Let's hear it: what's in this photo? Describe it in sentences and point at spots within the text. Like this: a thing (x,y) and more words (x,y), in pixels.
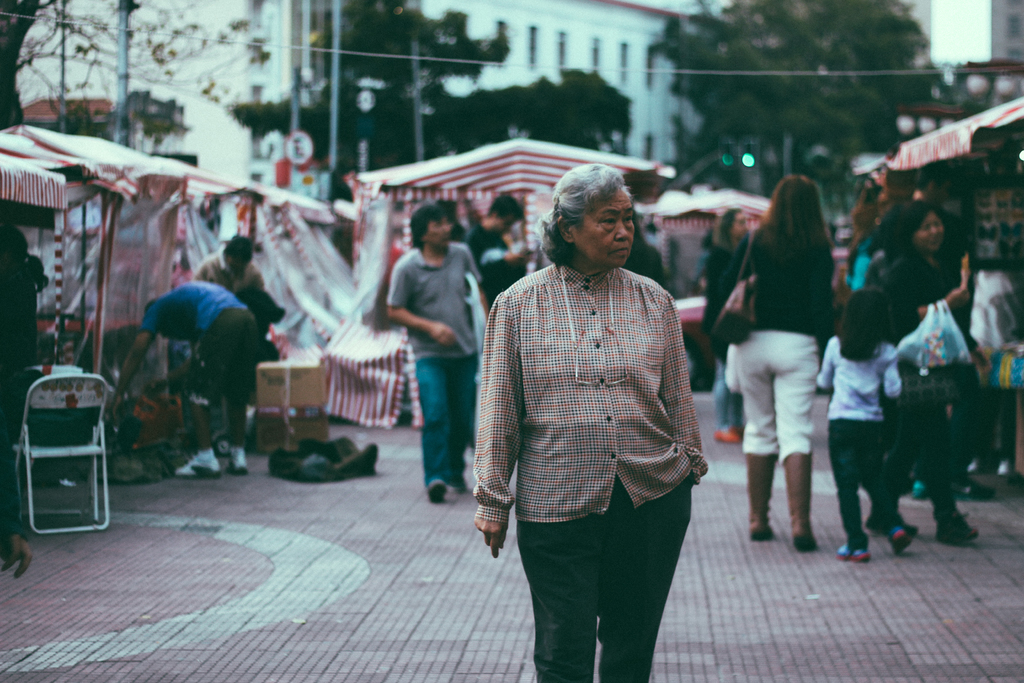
This image consists of many people (594,405). In the front (582,476), there is a woman (570,454) standing on the road (445,579). At the bottom (382,665), there is a road (468,614). On the left (175,230) and right, there are tents (470,201). In the background (404,59), there are trees (804,42) along with a building (999,5). On the left (30,446), we can see a chair (43,452).
